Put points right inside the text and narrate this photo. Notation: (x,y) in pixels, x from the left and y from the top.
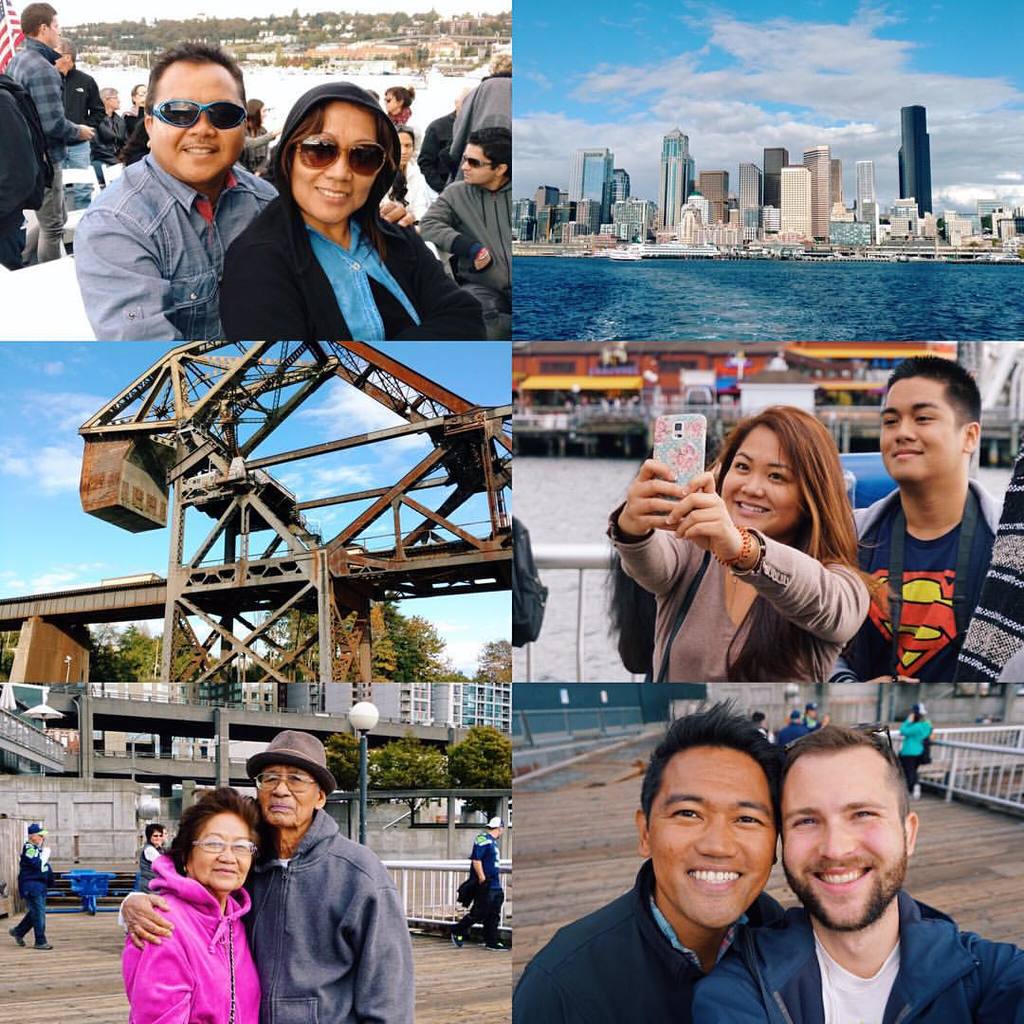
In this picture I can see the collage pictures where I can see number of people (496,311) and I see few of them are smiling and on the top left (287,114) picture I see the water (273,82) and I see few photos, where I can see number of buildings (696,235), water (625,285) and the sky (639,137).
